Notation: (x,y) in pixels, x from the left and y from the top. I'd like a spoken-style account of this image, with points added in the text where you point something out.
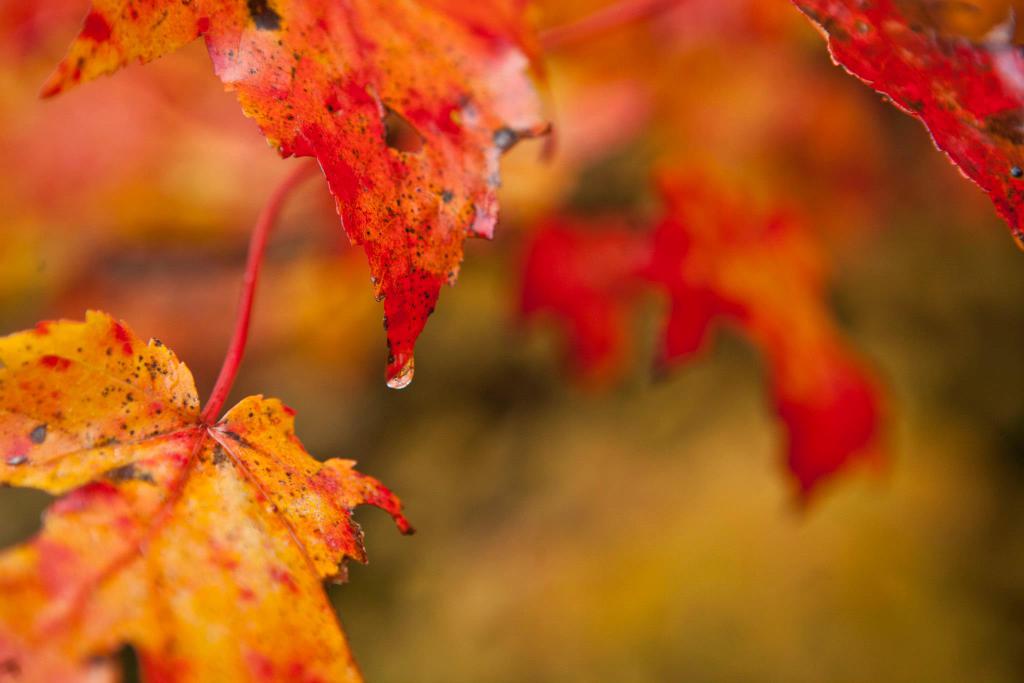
In this picture we can see leaves (257,441) here, there is a blurry background (680,447) here.
